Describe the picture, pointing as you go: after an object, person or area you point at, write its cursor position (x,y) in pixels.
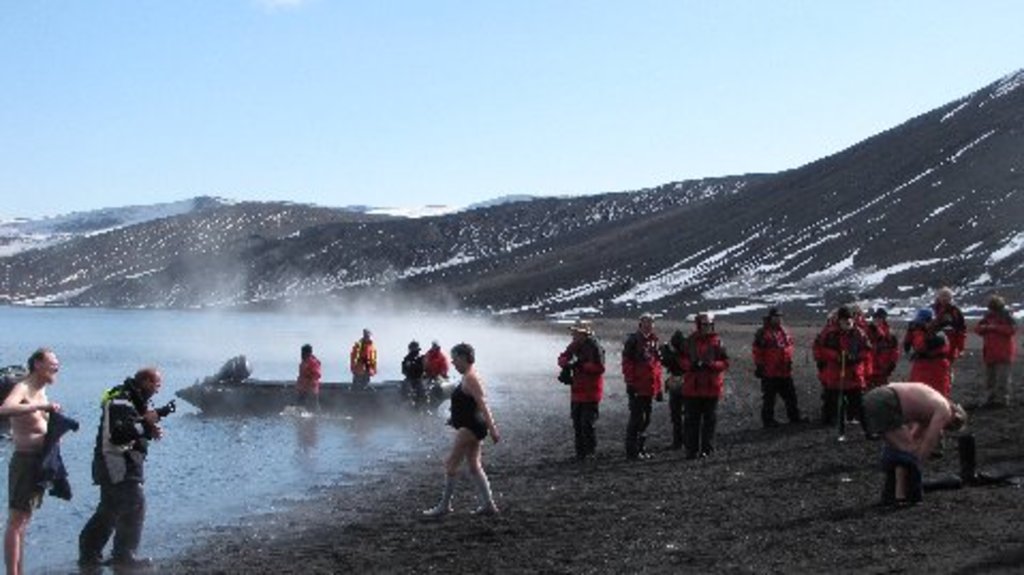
In this image I can see there are persons (780,393) standing on the ground (532,422) and holding an object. And there is a boat (231,379) on a water (279,330). And there are mountains (358,243) and a snow (55,239). And at the top (337,66) there is a sky (442,89).
